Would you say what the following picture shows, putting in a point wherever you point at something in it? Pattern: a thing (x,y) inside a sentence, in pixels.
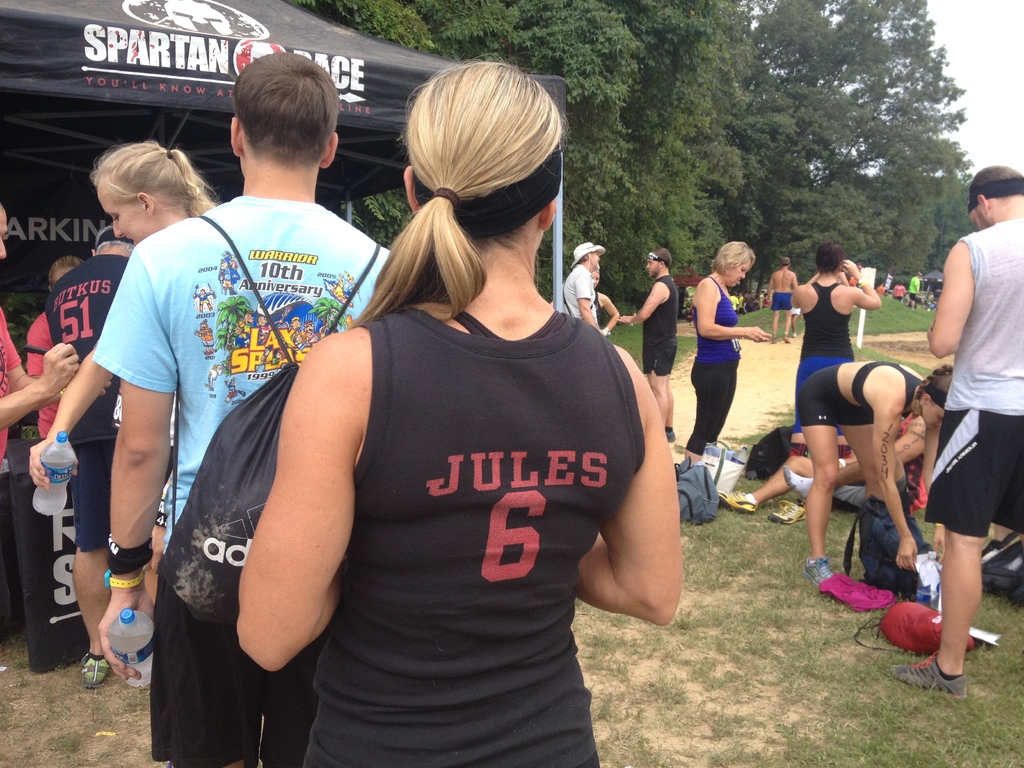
In this picture there are few persons (169,333) standing on the greenery ground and there is an black color object (149,66) in front of them and there are few persons (880,385) and trees (734,176) in the right corner (879,379).
